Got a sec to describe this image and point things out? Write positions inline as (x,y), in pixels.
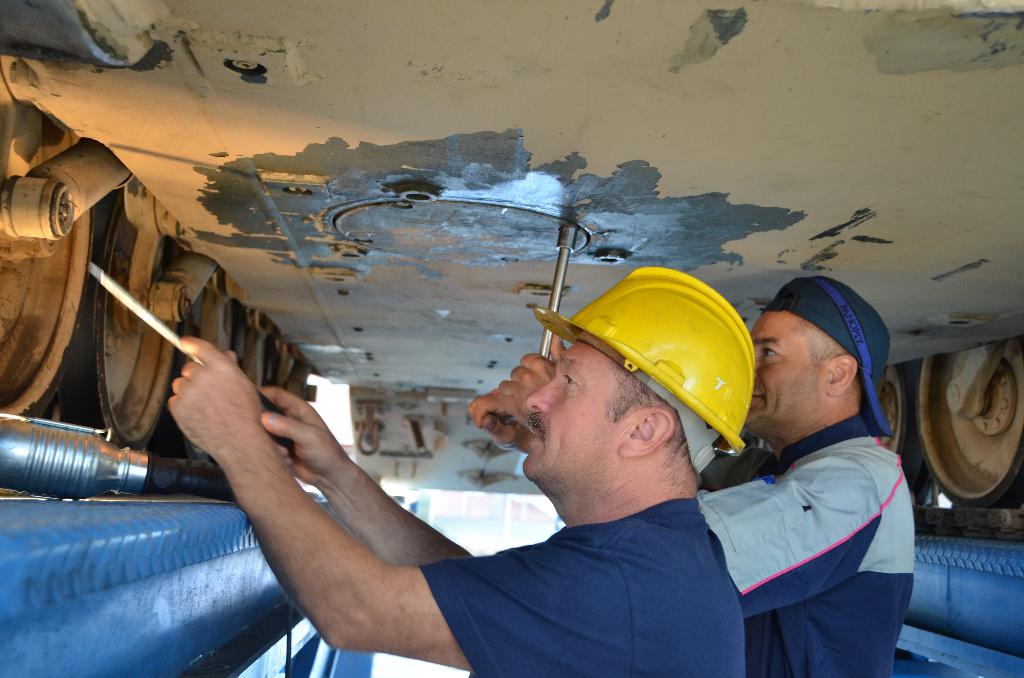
In this picture there are two person (650,533), one wearing blue color t-shirt (604,583) and yellow helmet (688,357), standing in the front (254,465) and repairing the vehicle underside (315,351).
